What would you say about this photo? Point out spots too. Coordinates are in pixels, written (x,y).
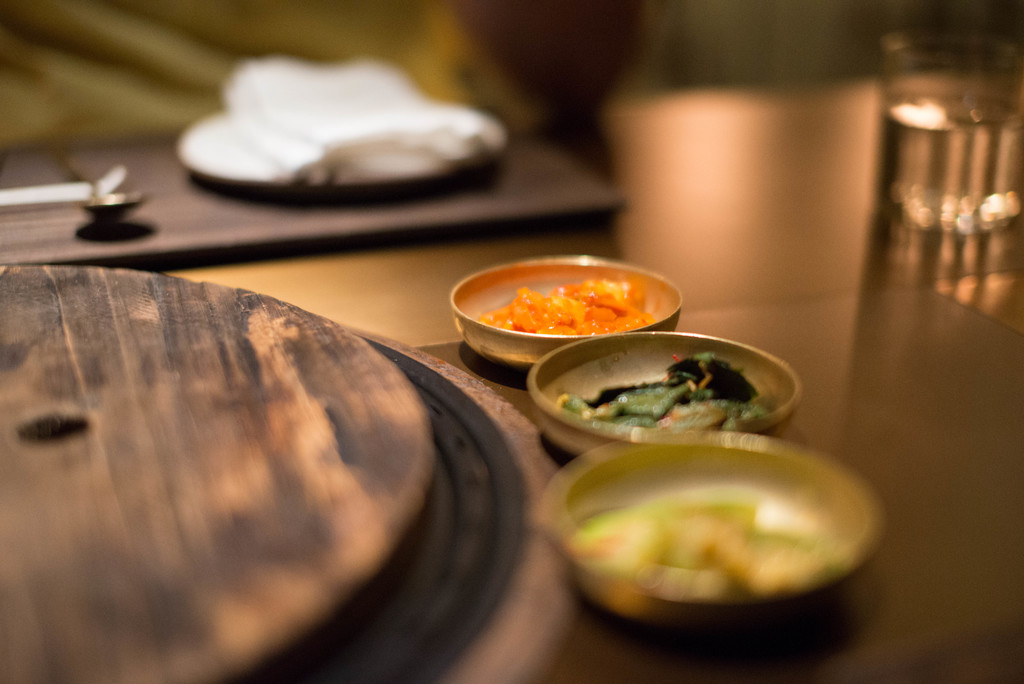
In the foreground of the image (670,275) there is a table (684,286). On which there are bowls (712,450) with food items (653,388) in it. There is a glass (926,216). There are tissues (329,157). There is a spoon (96,211).
